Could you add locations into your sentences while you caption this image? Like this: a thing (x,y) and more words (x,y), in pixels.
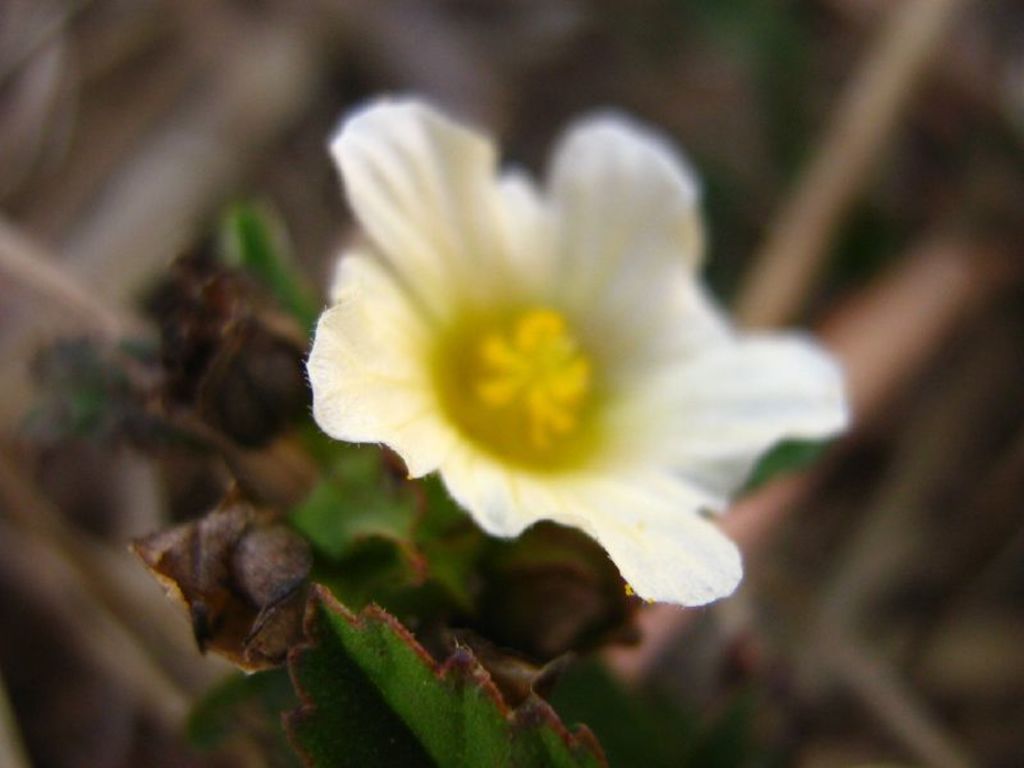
The image is blurred. In the image we can see leaves (447,598) and a flower (474,282). The background (54,34) is not clear.
